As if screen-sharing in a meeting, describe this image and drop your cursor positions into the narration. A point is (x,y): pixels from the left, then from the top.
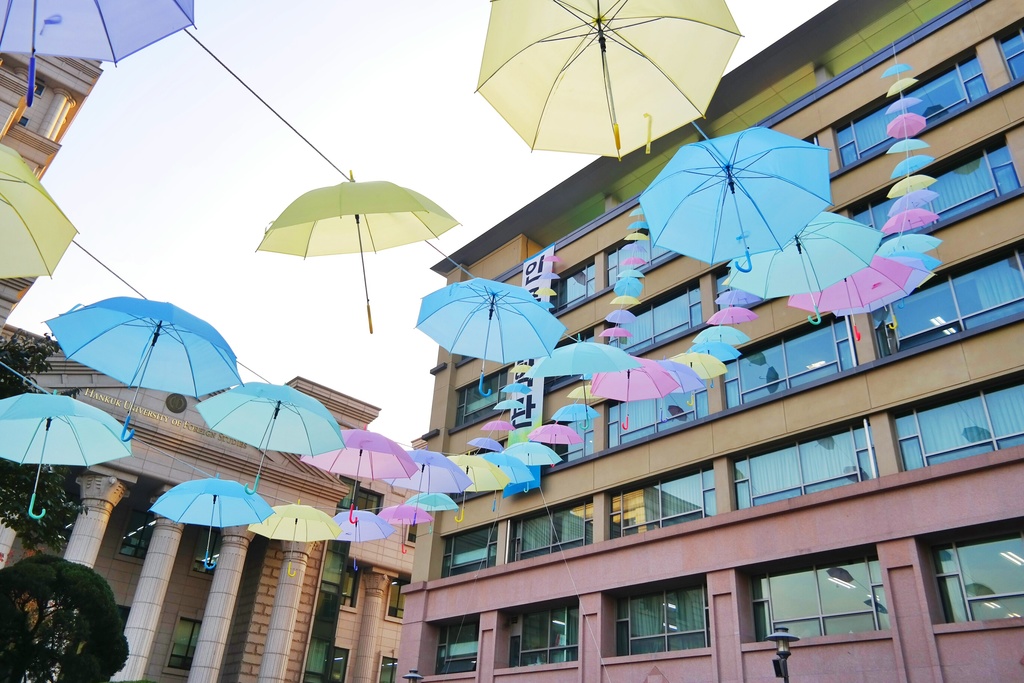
In this image I can see few umbrellas (764,214) in pink, blue and yellow color. In the background (472,578) I can see few buildings (284,593) in brown color and the sky (259,178) is in white color.
